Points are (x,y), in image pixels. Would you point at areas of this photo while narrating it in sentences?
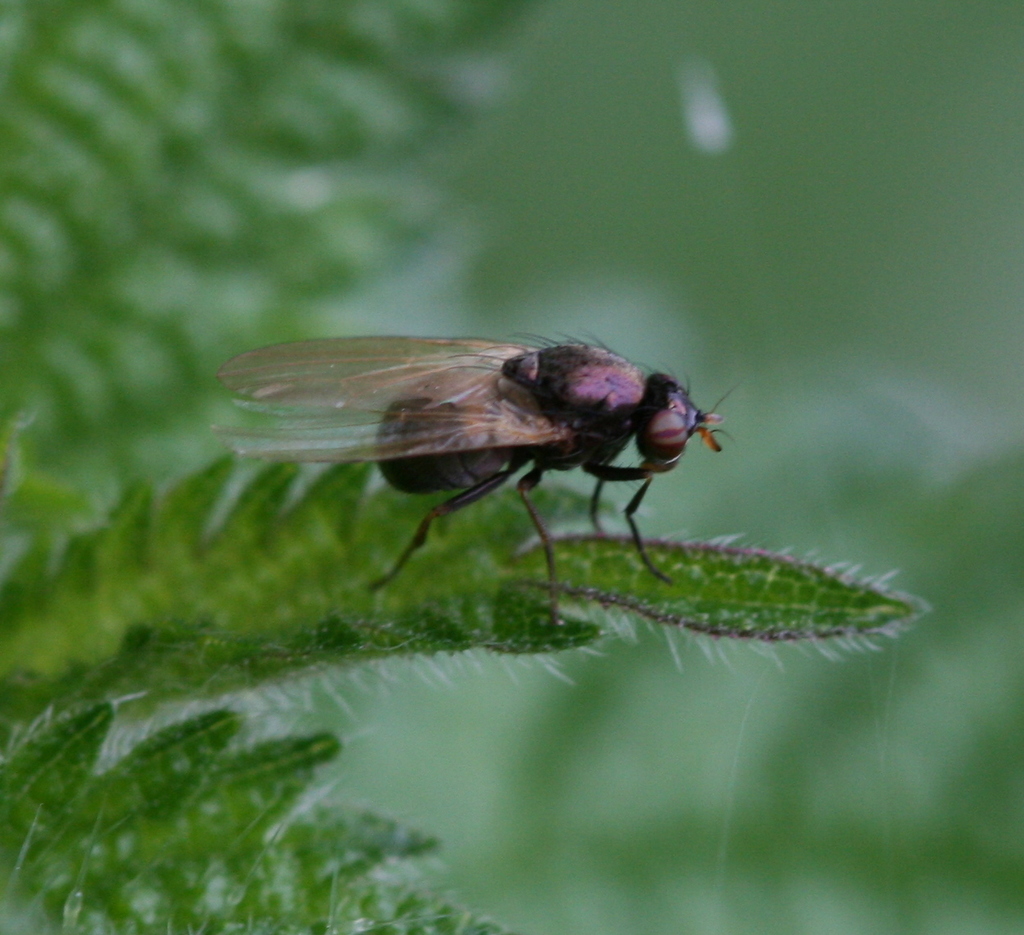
In this image we can see a insect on the leaves (489,584). In the background of the image (709,854) is in a blur.
